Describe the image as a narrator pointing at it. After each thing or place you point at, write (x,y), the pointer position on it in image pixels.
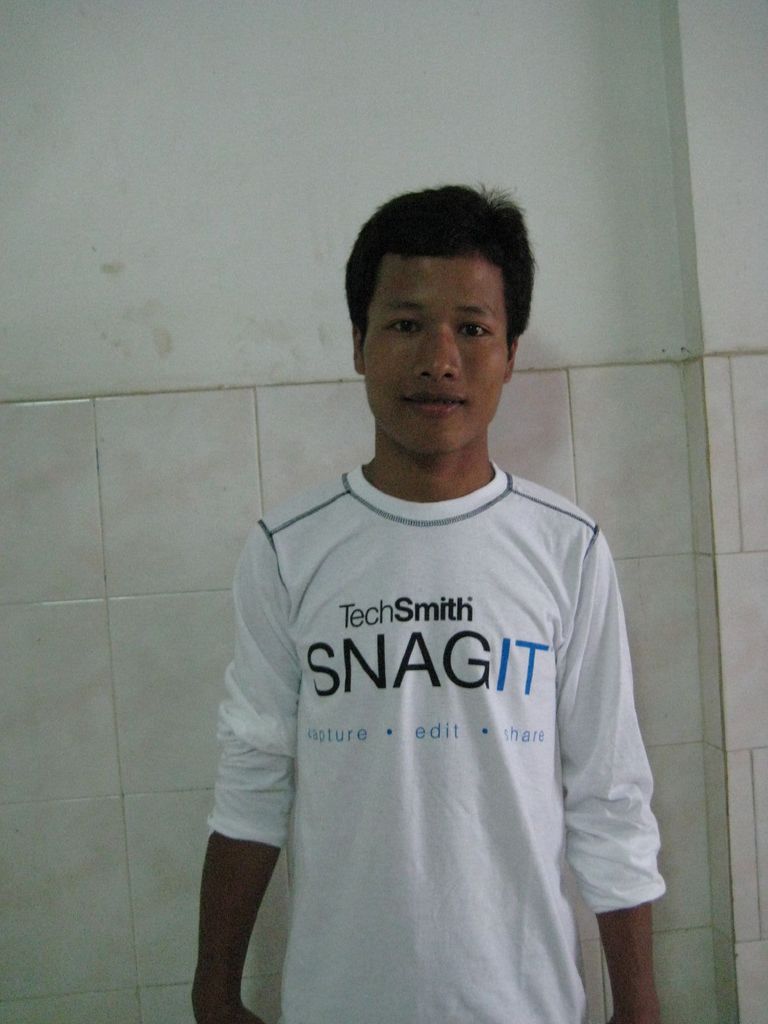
In this image I can see a man (456,1006) in white t shirt (359,577). In the background (117,284) I can see white wall (11,466) with white tiles (544,386).
